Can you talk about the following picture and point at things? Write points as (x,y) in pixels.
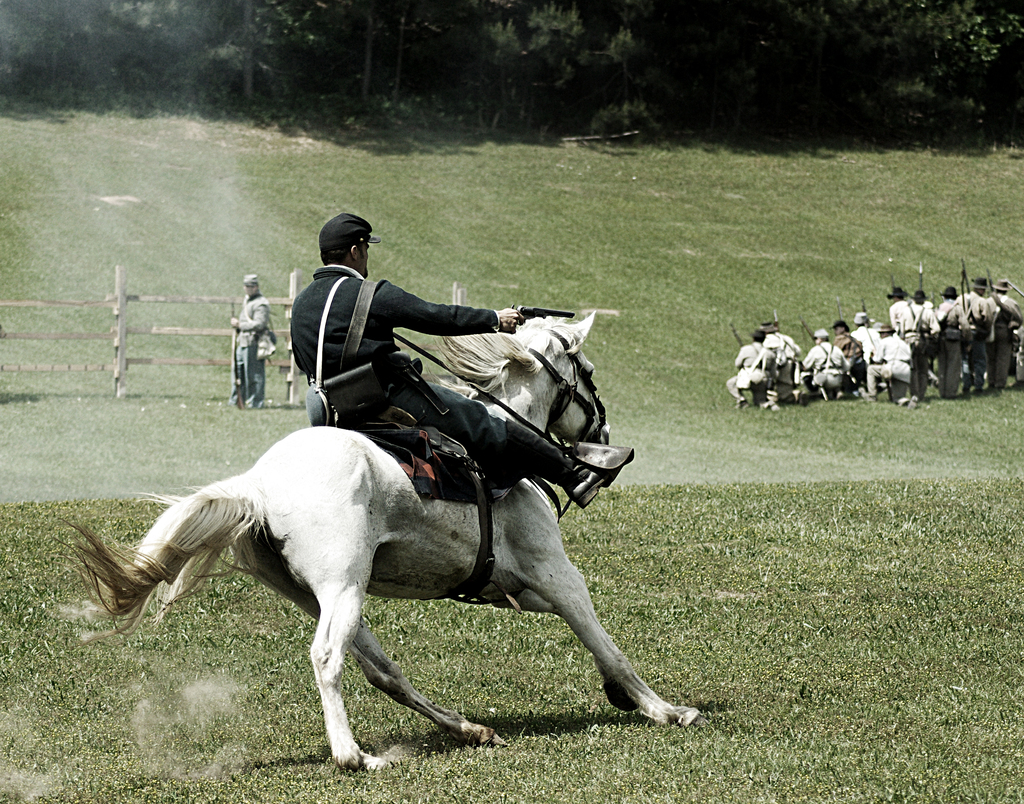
In this image I can see an open grass ground (314,167) and in the front (348,423) I can see a man (426,317) is sitting on a white colour horse (536,420). I can see he is wearing black colour dress (325,285), black cap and he is holding a gun (527,319). On the left side of this image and on the right side of this image (775,347) I can see few people (867,329) and I can see all of them are holding guns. In the background (469,61) I can see shadows (383,143) and number of trees (635,43).
